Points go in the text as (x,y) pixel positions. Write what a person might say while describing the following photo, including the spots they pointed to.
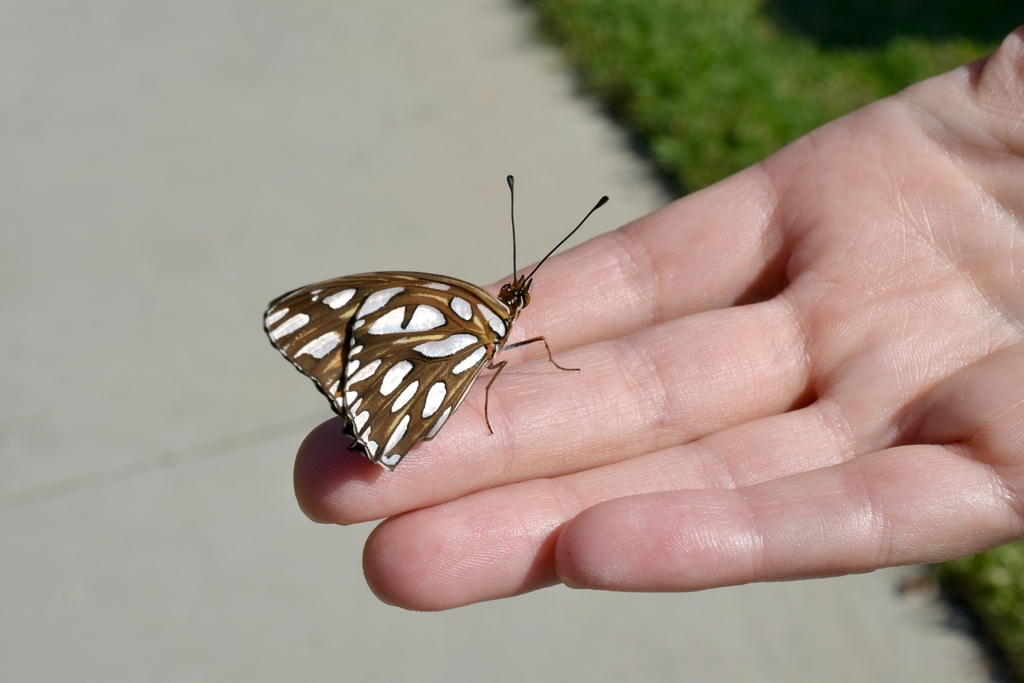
This picture is clicked outside. In the center (383,347) we can see the butterfly (475,303) on the hand (449,422) of a person (843,254). In the background (297,68) we can see the ground (302,55) and the green grass (620,55).
